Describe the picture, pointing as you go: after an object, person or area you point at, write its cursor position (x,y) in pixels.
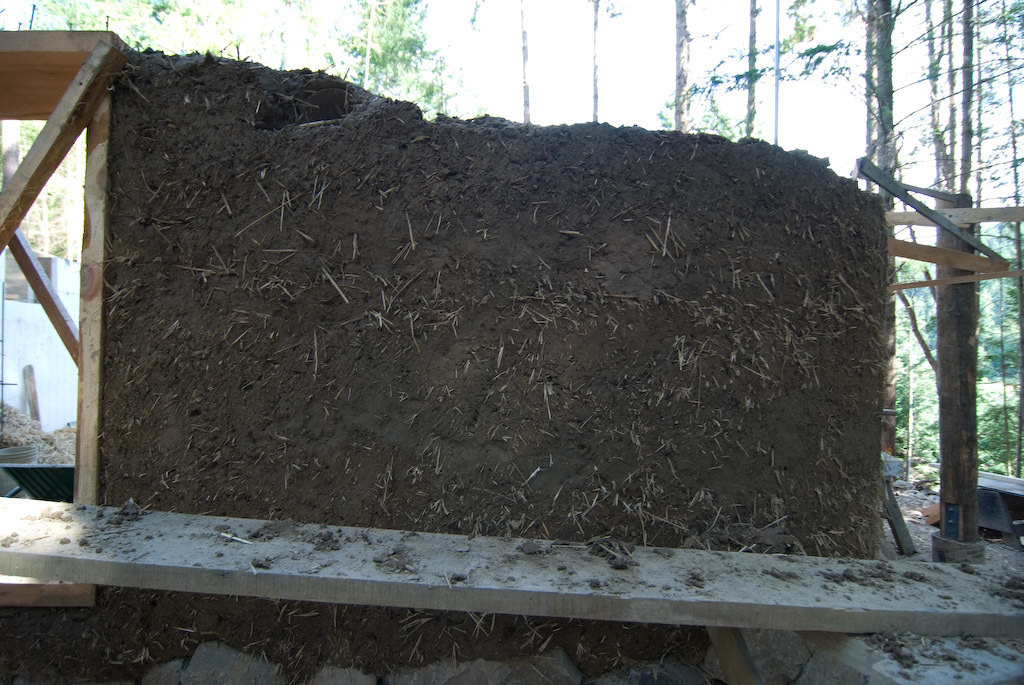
In this image we can see a wall (489,222) with mud (438,424), there are wooden planks (906,530), trees (997,286) in the background (940,63).
